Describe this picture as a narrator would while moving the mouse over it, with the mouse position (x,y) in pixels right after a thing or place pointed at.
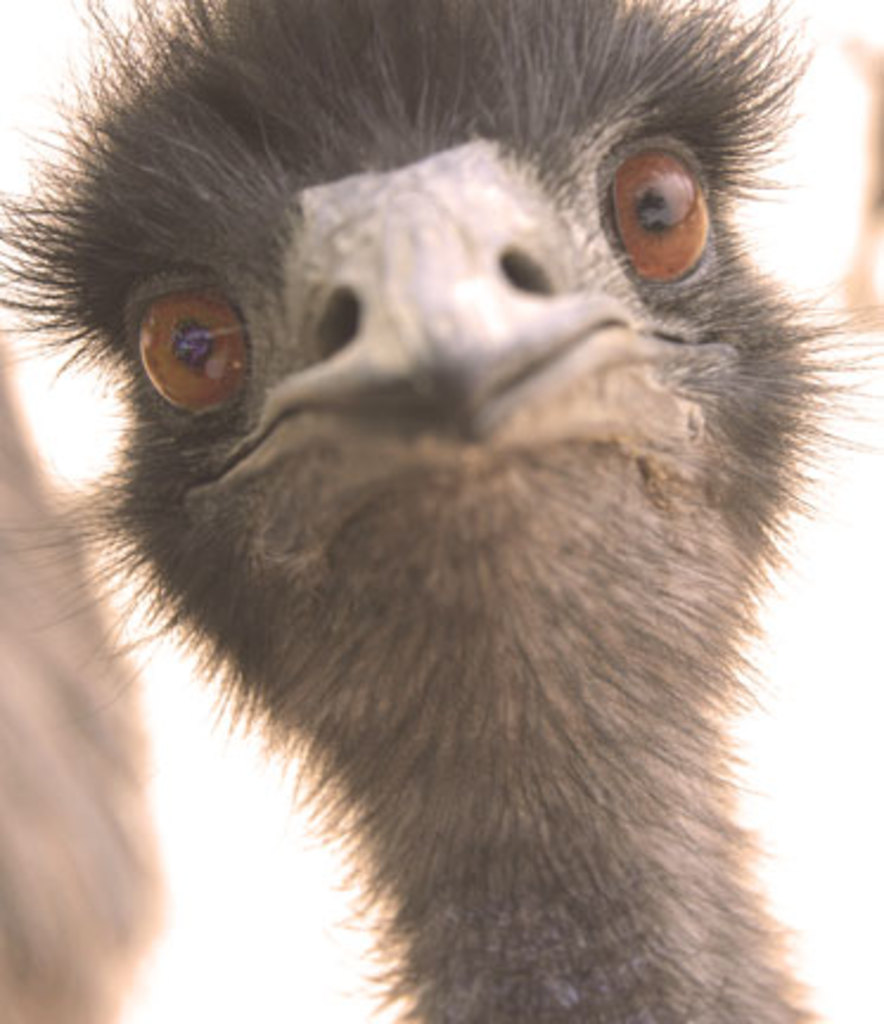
In this image there is a bird (394,453) with a blunt beak (470,432) and round eyes (684,213).
